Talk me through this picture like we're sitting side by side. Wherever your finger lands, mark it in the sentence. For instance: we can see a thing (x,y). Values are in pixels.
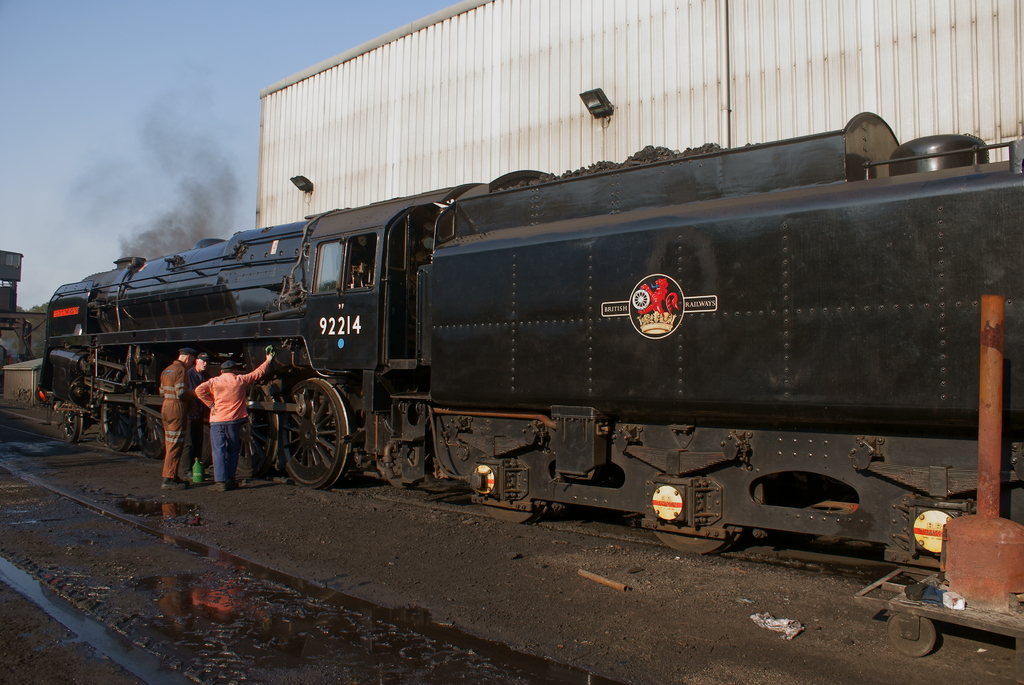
This picture is clicked outside. On the left (209,403) we can see the group of people (198,379) standing on the ground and we can see the train (672,322) and many other objects (971,567). In the background (68,207) we can see the sky (83,115), smoke (158,229) and some metal objects (436,178) and some other items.
